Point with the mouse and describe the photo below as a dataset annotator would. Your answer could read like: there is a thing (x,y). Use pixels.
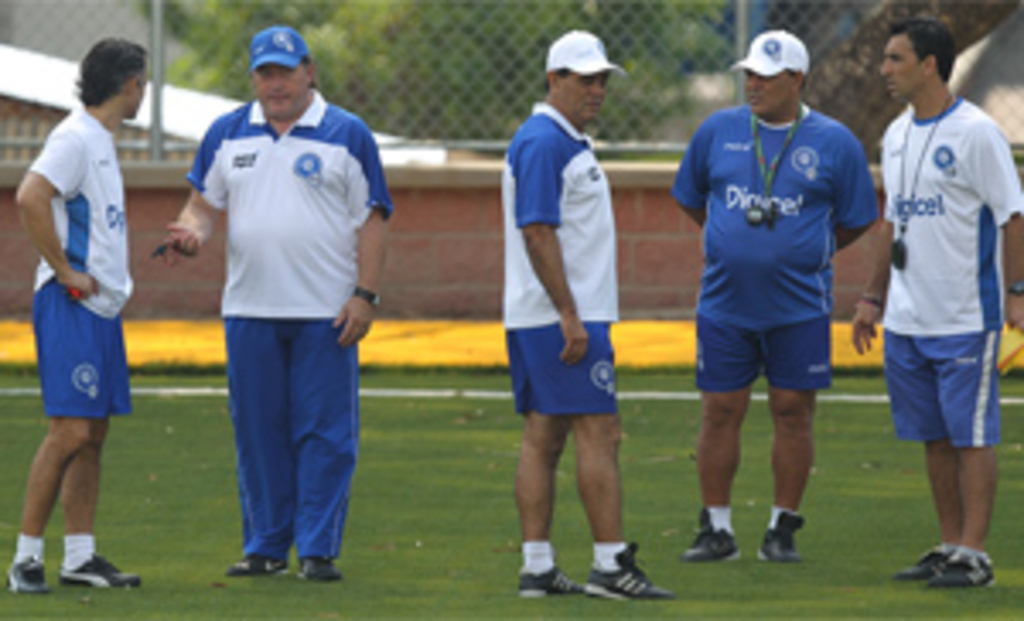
In the image we can see there are men (594,228) standing on the ground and the ground (806,501) is covered with grass (376,489). There are two men (925,63) wearing stopwatch (896,264) in their neck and behind there is iron fencing (403,33).
